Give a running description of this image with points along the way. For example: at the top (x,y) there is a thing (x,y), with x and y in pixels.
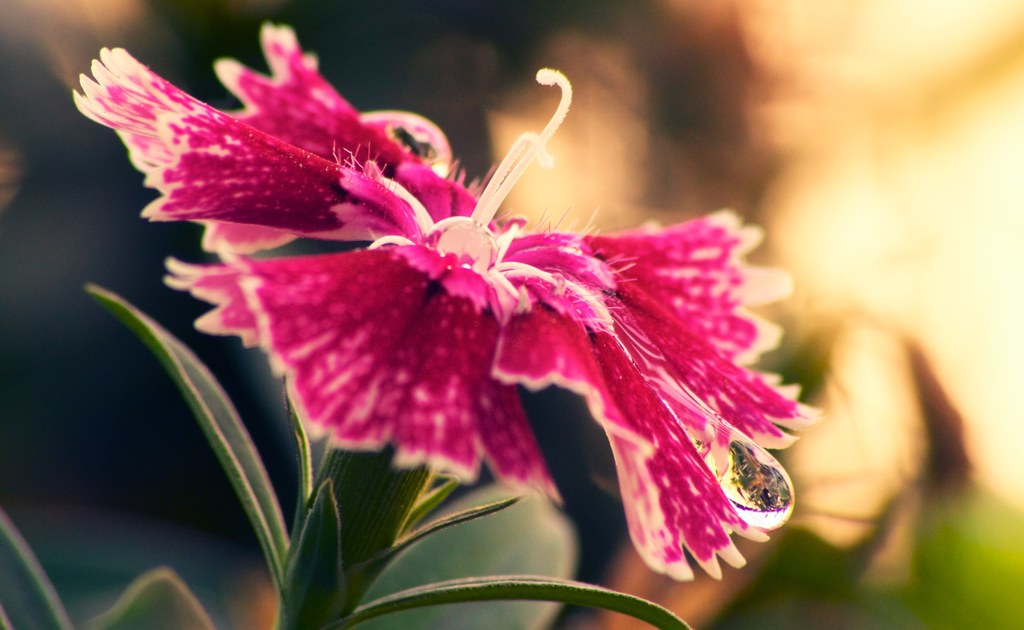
In this picture, we see the plant (367,507) which has a flower (397,388). This flower (371,188) is in pink and white color. In the background (816,581), it is in green, black and yellow color. This picture is blurred in the background (864,455).
